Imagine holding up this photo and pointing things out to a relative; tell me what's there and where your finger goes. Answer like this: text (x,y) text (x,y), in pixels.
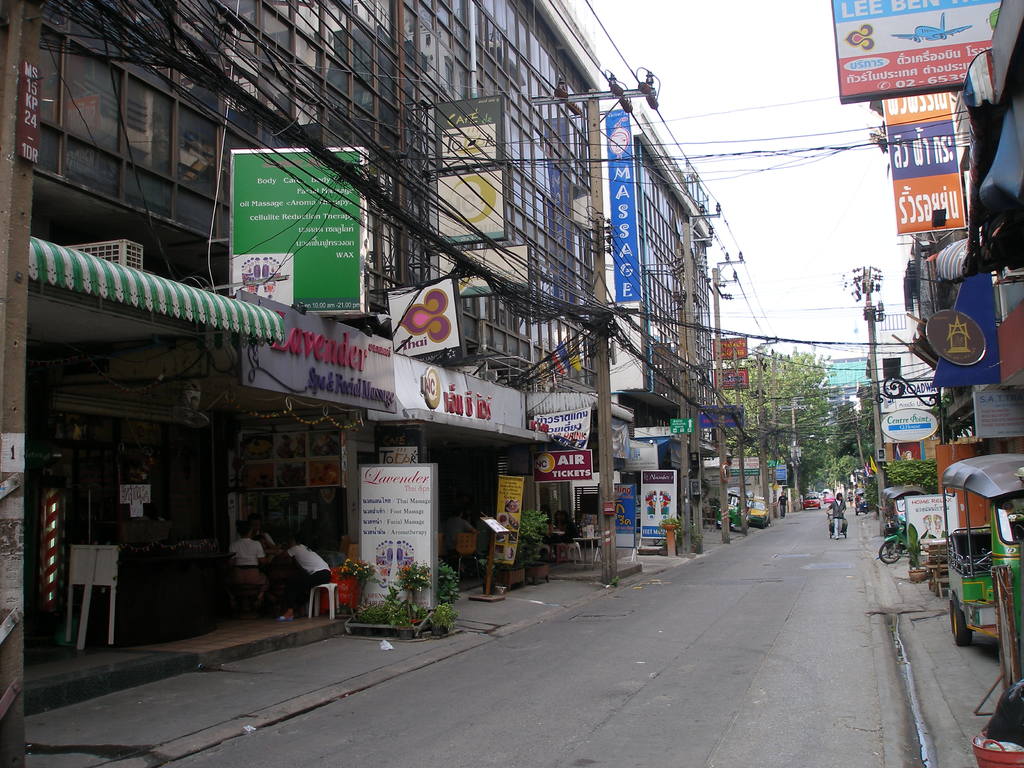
In this image, we can see the road (728,588), we can see some shops (91,509), there are some boards (915,416), we can see some trees (849,432), there are some plants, we can see the cables (737,155), at the top (729,100) there is a sky (726,125).
